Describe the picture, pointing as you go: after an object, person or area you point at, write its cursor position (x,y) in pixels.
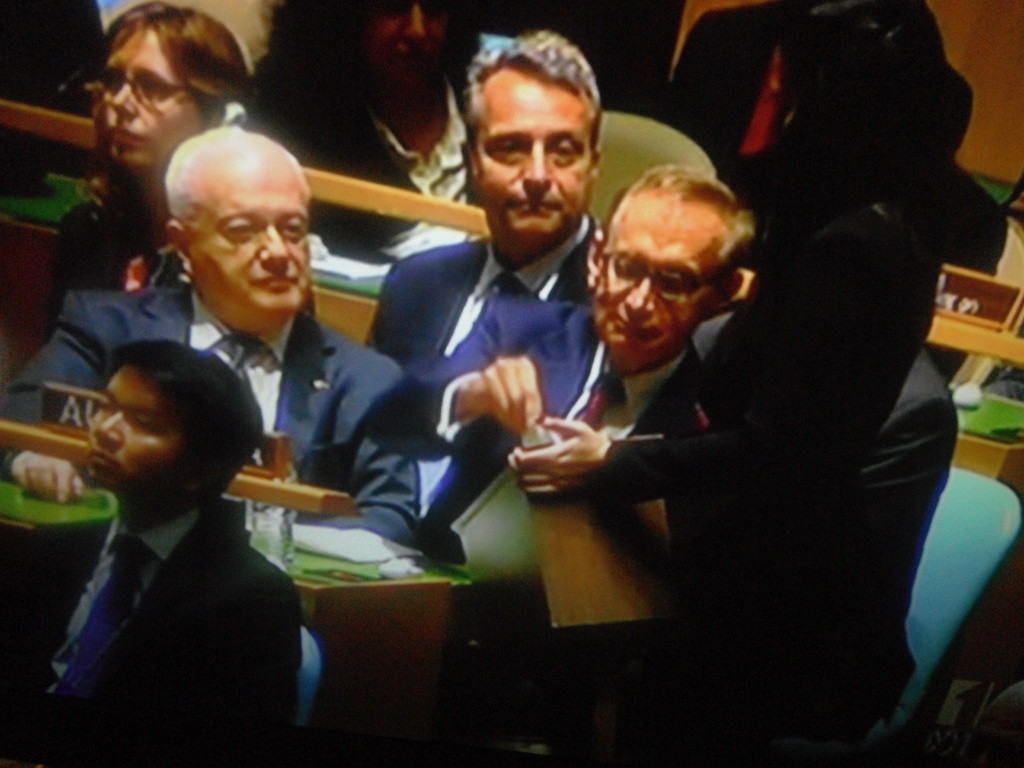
In this image we can see a group of people (421,299) sitting on the chairs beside the tables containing some bottles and name boards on it. We can also see a person (858,563) standing beside them holding an object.
